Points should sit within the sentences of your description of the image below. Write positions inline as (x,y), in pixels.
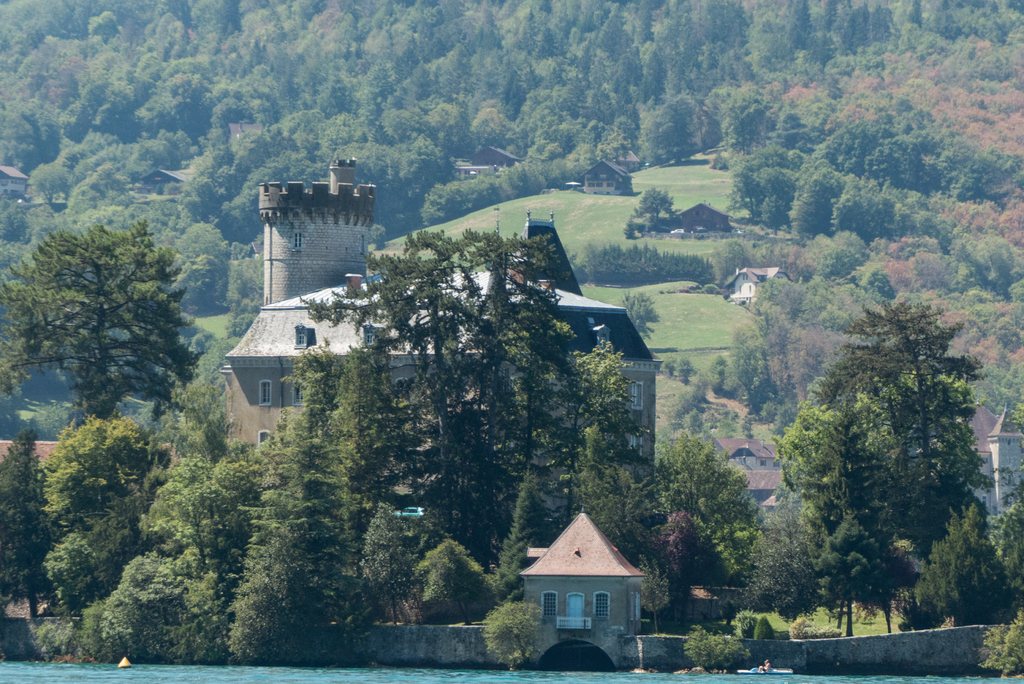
In this picture I can see the water (311,668) in front (120,676) and in the middle of this picture (466,300) I can see few buildings (608,315) and few trees (410,419). In the background (214,12) I can see the grass (593,224) and few more trees (578,118).
